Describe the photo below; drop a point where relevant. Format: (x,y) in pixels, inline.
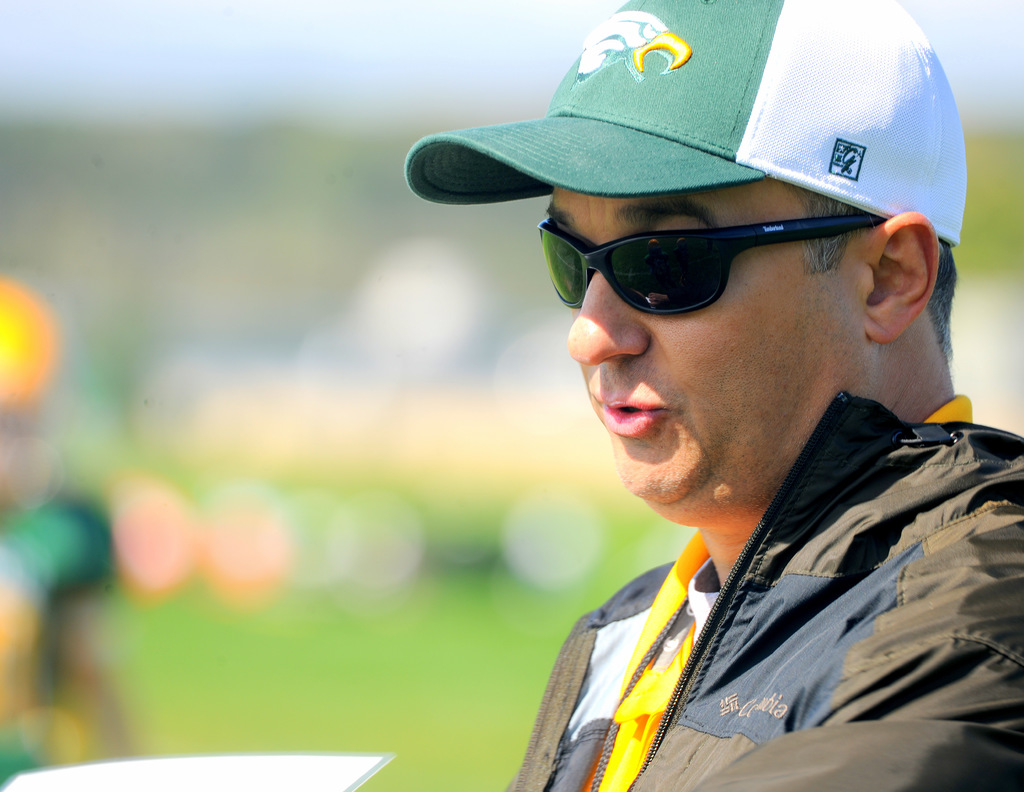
In this image I can see a person (686,353) wearing a spectacle (683,261) and wearing a green color cap (575,188).
